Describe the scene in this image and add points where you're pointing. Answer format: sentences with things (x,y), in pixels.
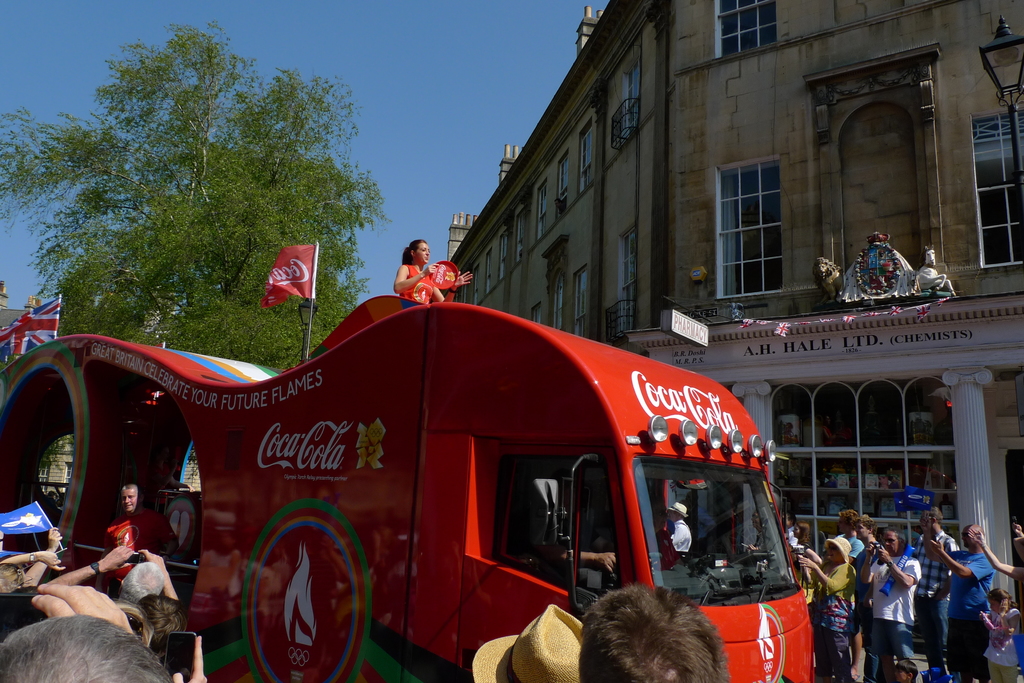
In this image we can see a few people (814,604), one of them is driving a vehicle (495,501), another person (426,289) is on the vehicle (419,305) and holding an object (440,279), there are, flags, lights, light pole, some people (895,601) are taking photos, there is a building (812,264), windows (722,286), trees (274,221), also we can see the sky (472,68), there is a board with some text (703,335) on it.
